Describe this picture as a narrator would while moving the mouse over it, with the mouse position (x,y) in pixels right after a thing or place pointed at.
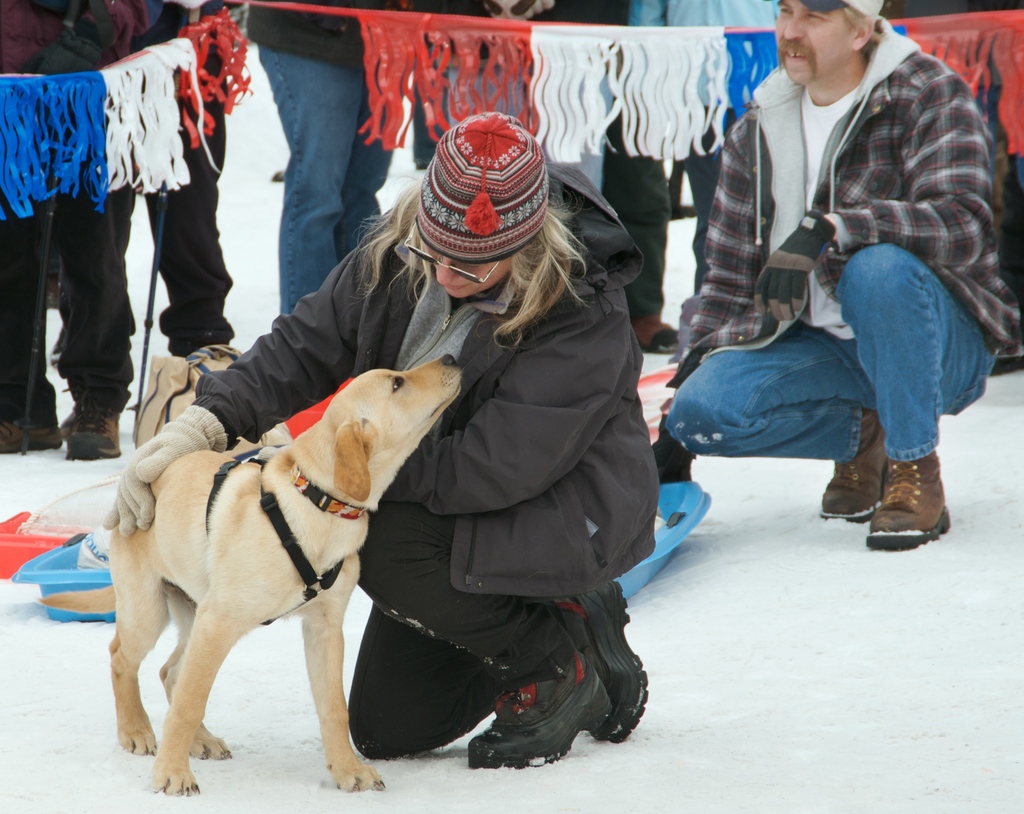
In this image there are two persons (432,297) in a squat position on the snow (35,493), a person (589,330) holding a dog (384,471), there are trays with some objects (83,540) in it on the snow (758,581), group of people (35,57) standing, decorative items (536,88).
